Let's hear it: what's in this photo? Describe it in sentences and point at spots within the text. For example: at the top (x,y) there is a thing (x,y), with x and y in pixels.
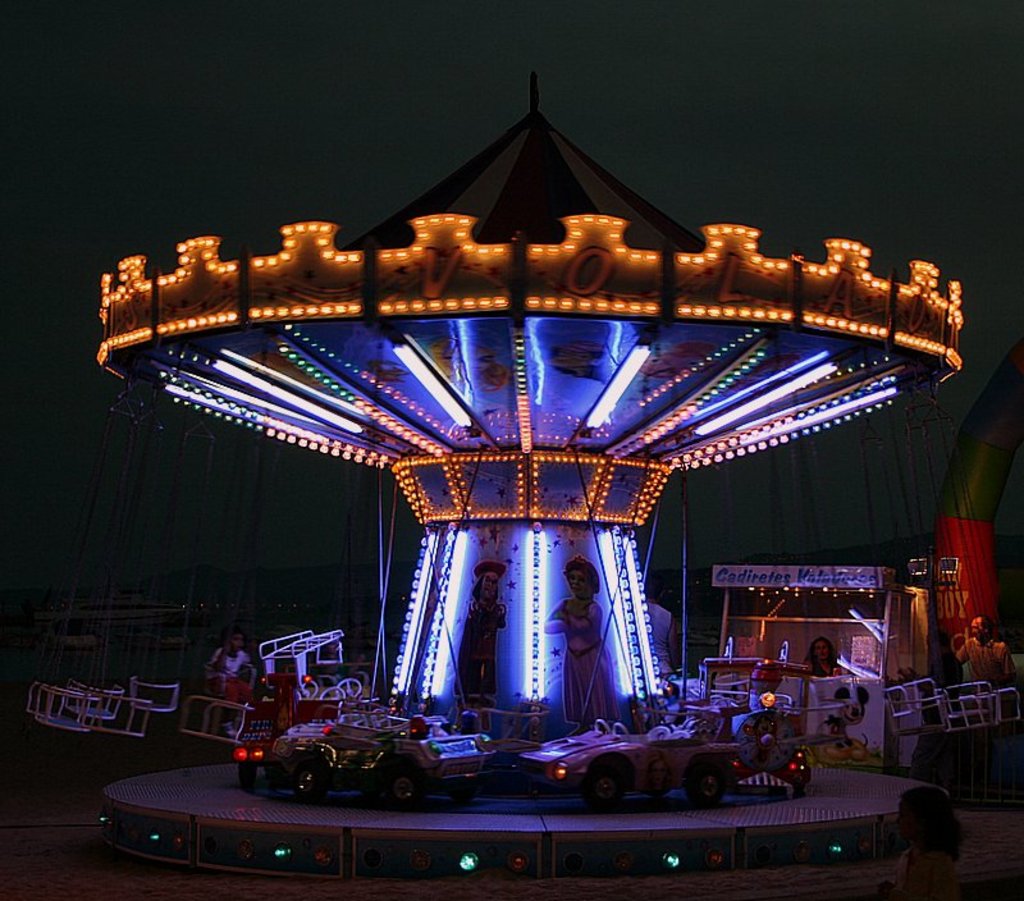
These are cars (548,744), this is a person (222,669) and sky (697,141).
